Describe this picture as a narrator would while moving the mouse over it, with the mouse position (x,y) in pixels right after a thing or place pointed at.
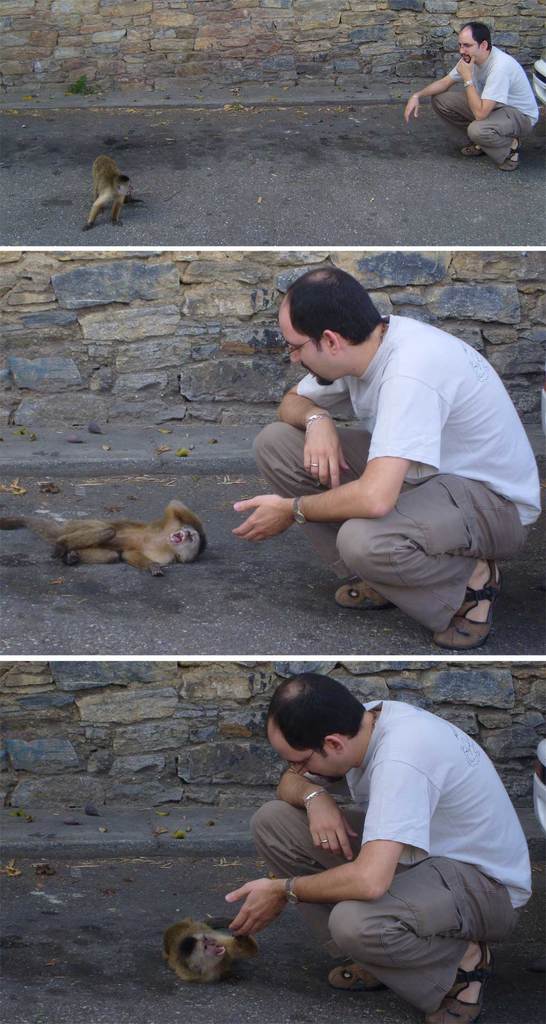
This is a collage picture. In this image we can see collage images of monkey (109,539) and person (392,568).
